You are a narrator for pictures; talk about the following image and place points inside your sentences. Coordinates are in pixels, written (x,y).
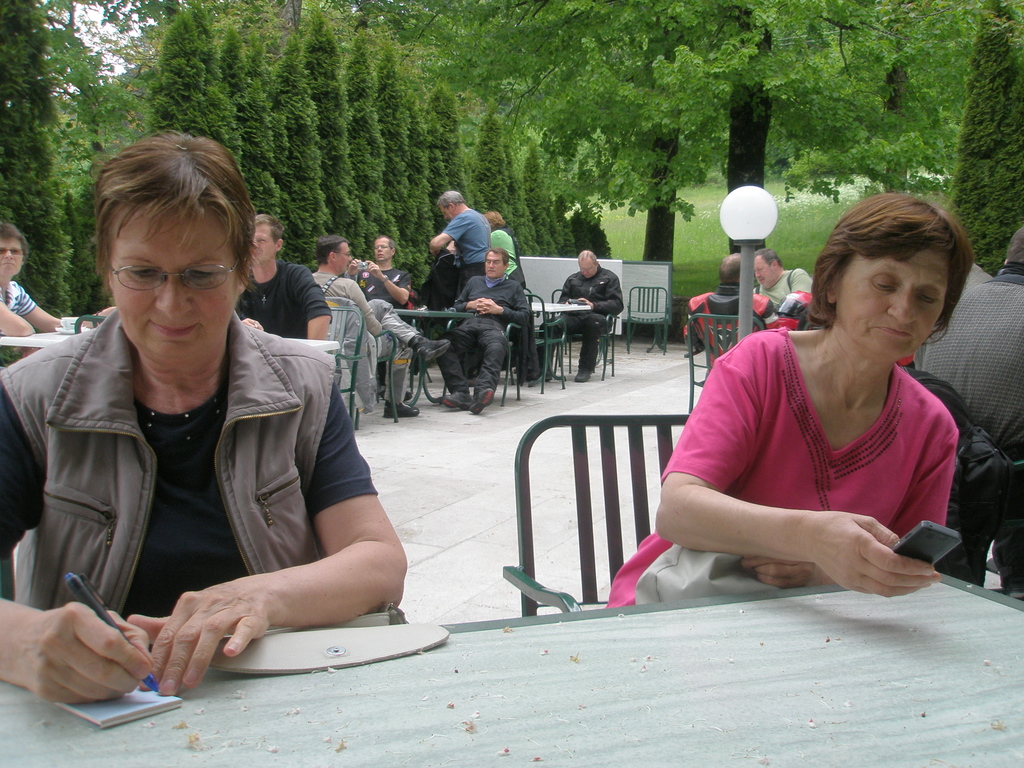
There is a lady (175,466) wearing jacket (135,466) writing something on a book (138,711). There is a pink color dress (822,472) wearing lady (865,440) holding mobile (915,550) and sitting on a chair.
